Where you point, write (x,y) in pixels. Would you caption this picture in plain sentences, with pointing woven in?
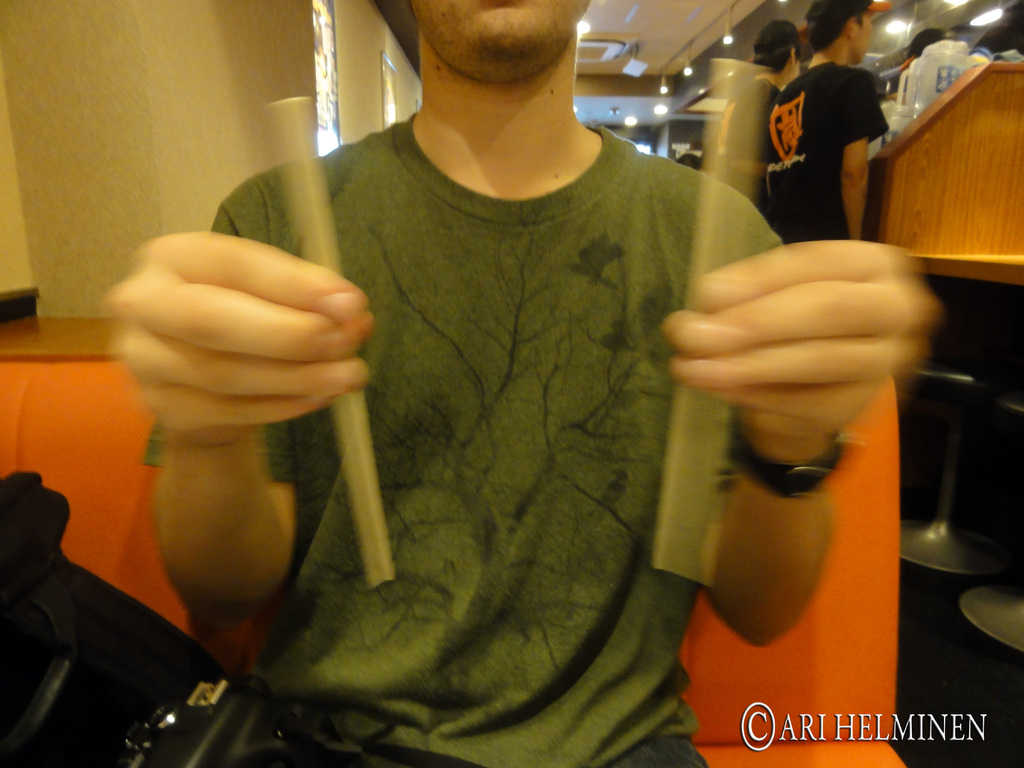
In this image I can see a person (392,437) holding 2 sticks (722,189). There are other people (837,116) at the back (823,107) and there are lights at the top (631,117).
